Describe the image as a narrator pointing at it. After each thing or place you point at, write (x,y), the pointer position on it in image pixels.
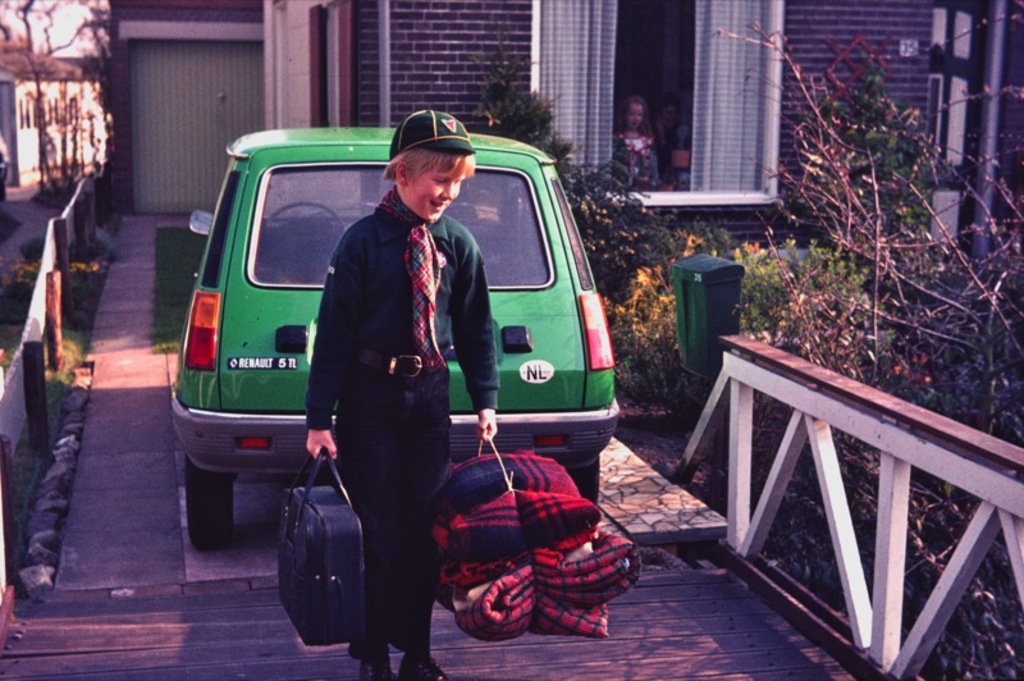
In this image we can see a boy (438,422) standing on the ground (591,663) holding a bag (355,632) and some blankets (495,595) which are tied with a rope (505,463). We can also see a dustbin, some plants (764,435), grass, trees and a car (271,335) parked aside. On the backside (688,203) we can see some houses (676,193) and curtains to a window (662,185). We can also see two people (641,188) from a window (649,76).
